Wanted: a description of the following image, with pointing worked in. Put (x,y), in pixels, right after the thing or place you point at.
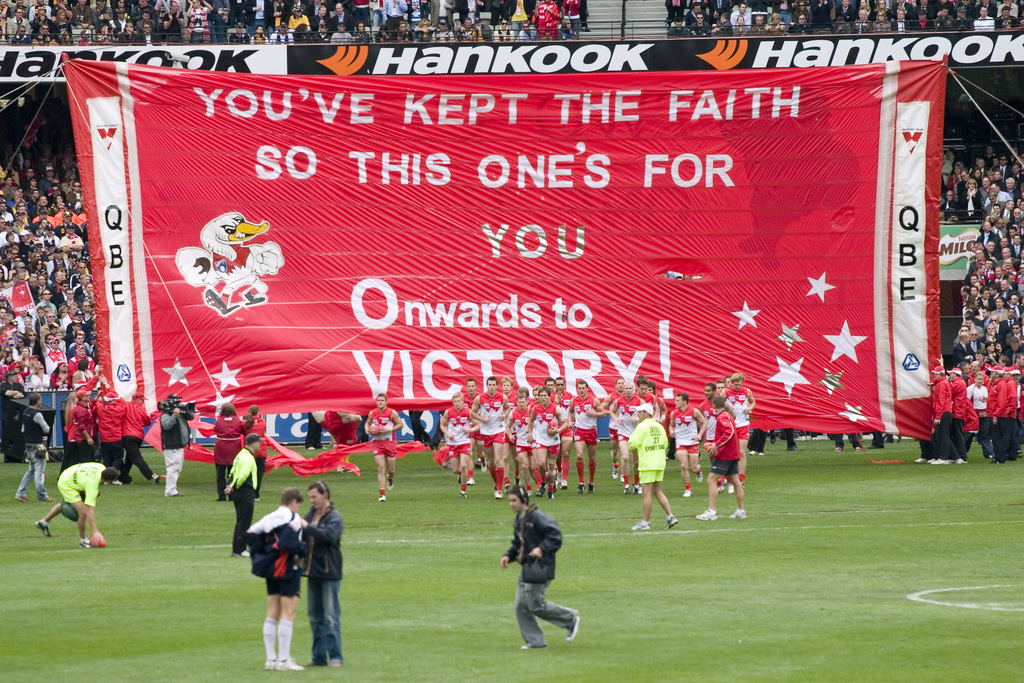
In this picture I can see the grass (772,653) in front (916,551), on which there are people (993,401) standing and in the background (317,134) I can see a red color cloth (328,134), on which there is something written and a number of people (159,36). I can also see boards (970,46), on which there is something written.
